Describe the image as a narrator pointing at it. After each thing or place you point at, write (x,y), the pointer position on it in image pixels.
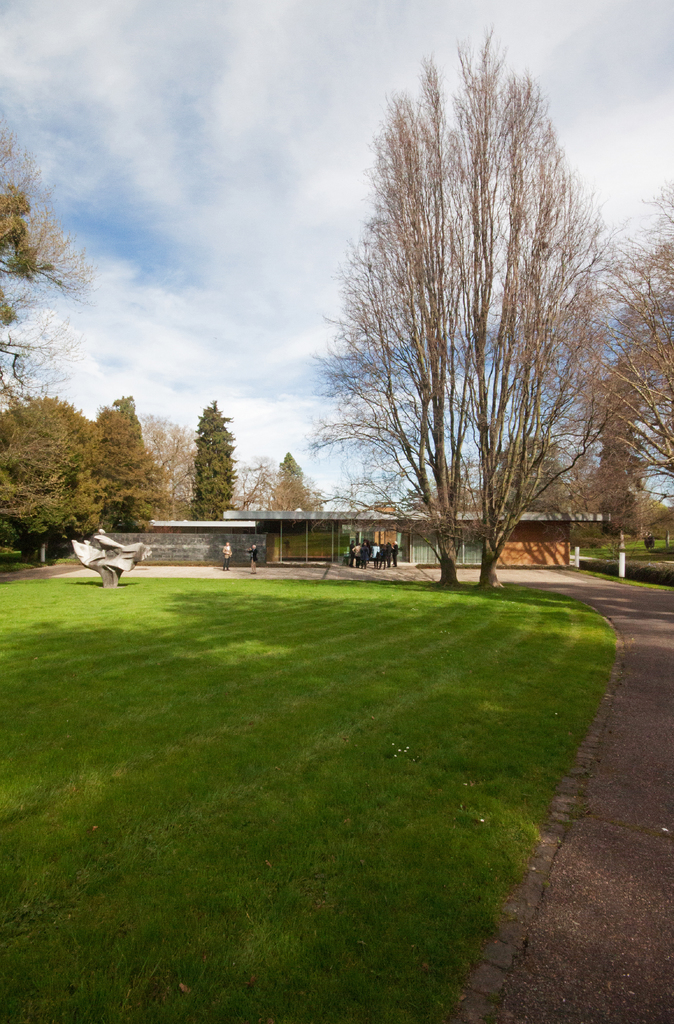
In this image we can see open area (237,771) which is covered with lawn (421,753) and there is walkway (630,679) and in the background of the image (115,450) there are some trees (115,450), some persons (358,552) standing near the house (403,545) and there is sunny sky (248,249).
